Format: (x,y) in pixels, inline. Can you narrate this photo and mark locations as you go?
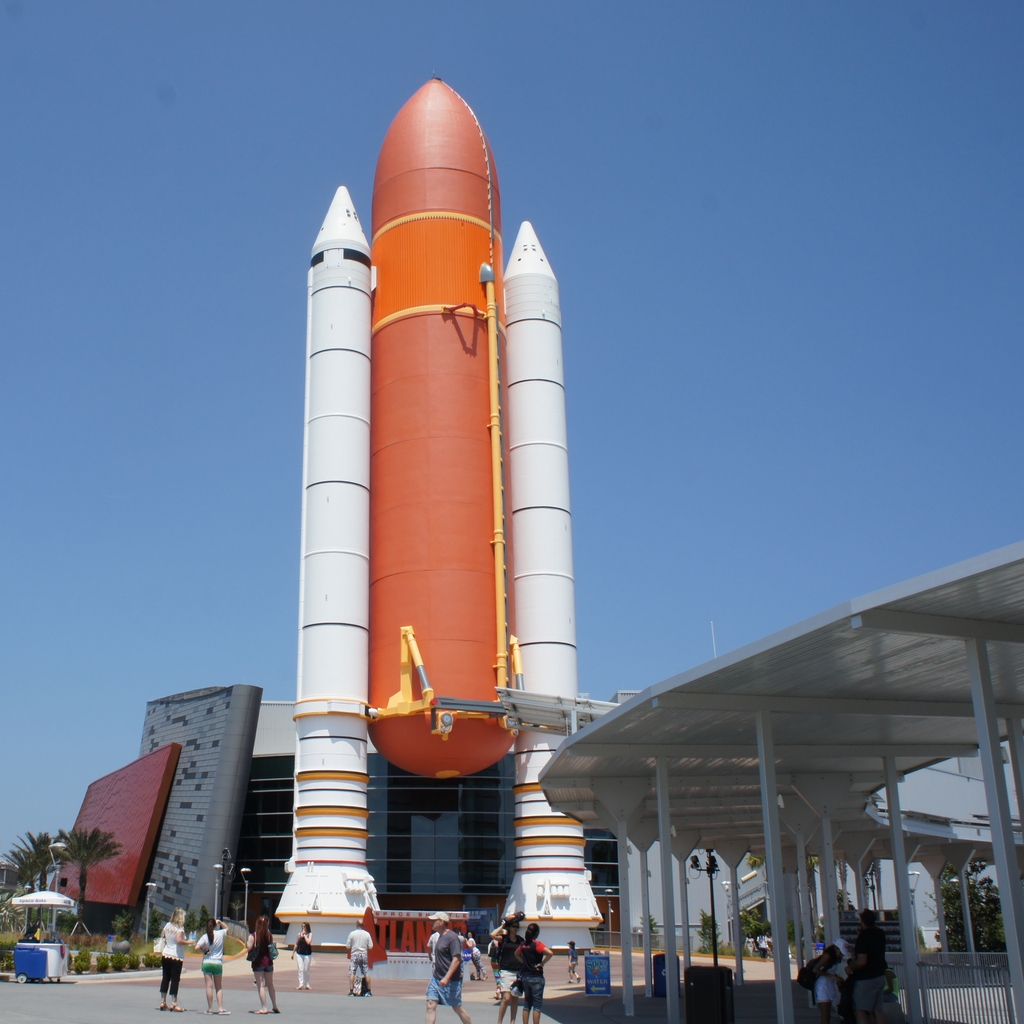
This picture is clicked outside. In the foreground (224,988) we can see the group of persons (477,962) and we can see a gazebo (789,748), trees (85,908), building (144,900), plants (140,955) and some other objects (53,962). In the center (547,424) we can see a rocket (538,410). In the background (880,203) we can see the sky (850,134).
